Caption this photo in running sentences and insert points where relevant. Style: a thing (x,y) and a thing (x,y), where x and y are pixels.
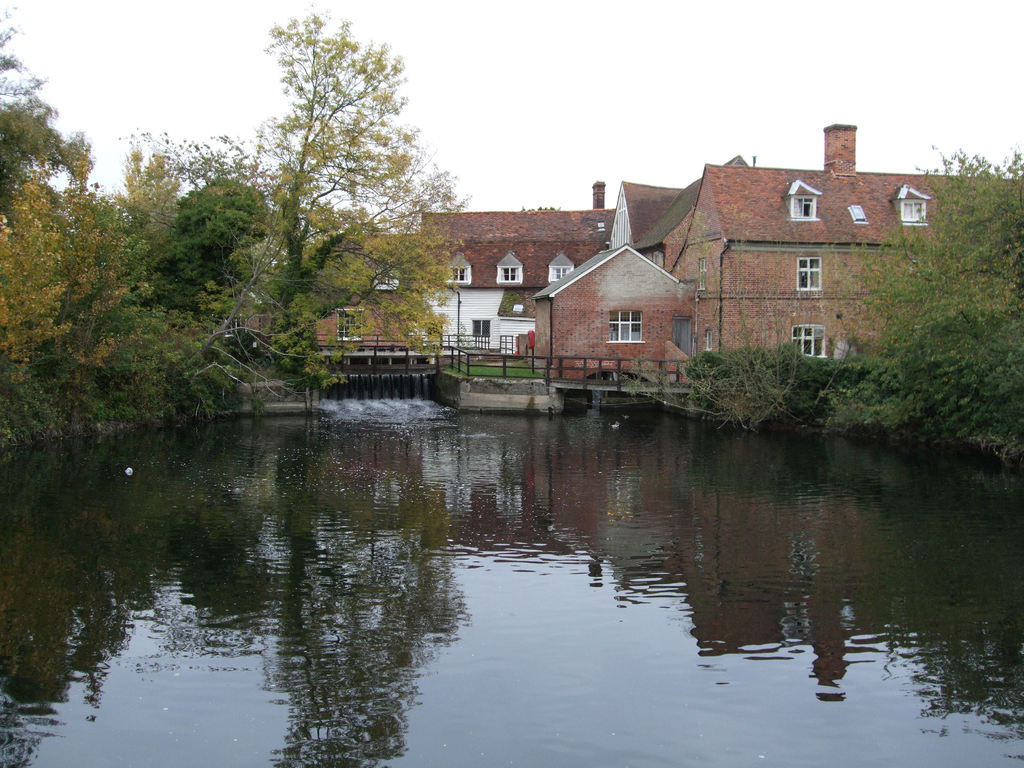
In this image I can see few houses (769,251), windows (802,330), poles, fencing (447,352), trees (110,249) and the water (515,535). The sky (527,127) is in white color.
